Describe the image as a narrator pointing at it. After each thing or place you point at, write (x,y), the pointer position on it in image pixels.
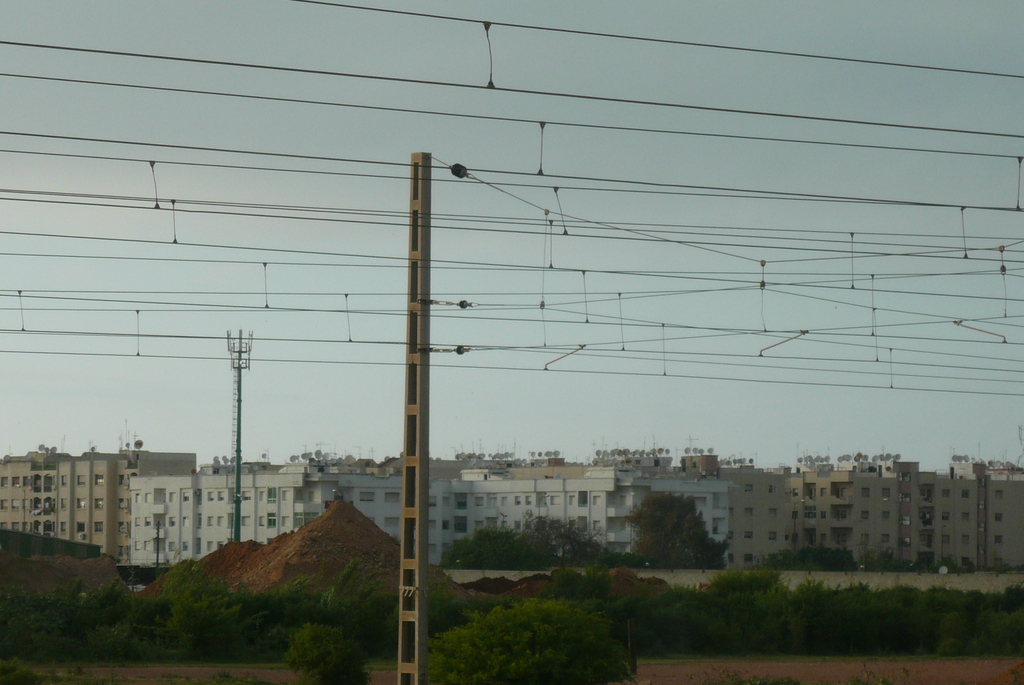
There is a pole (425,332). Also there are wires (276,308). In the back (143,653) there are trees (554,623) and a heap of soil (339,521). Also there is an electric pole (237,408). In the background (288,493) there are buildings (937,514) with windows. Also there is sky (297,139).
